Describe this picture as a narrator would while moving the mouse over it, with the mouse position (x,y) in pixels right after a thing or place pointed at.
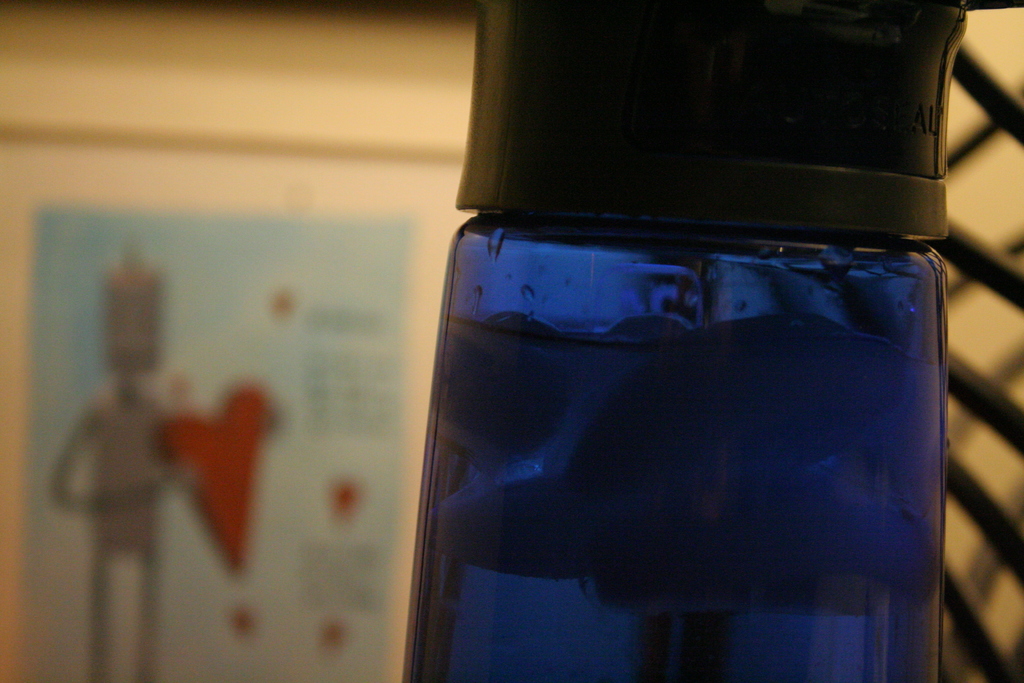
In this picture there is a bottle (933,145) which is at the right side of the image (757,400) which is seems to be like tablets (805,367) are there in the water bottle (683,350) and there is a poster (83,292) which is at the left side of the image (193,440) in which there is a man (133,437) who is holding the red color picture (214,444).
